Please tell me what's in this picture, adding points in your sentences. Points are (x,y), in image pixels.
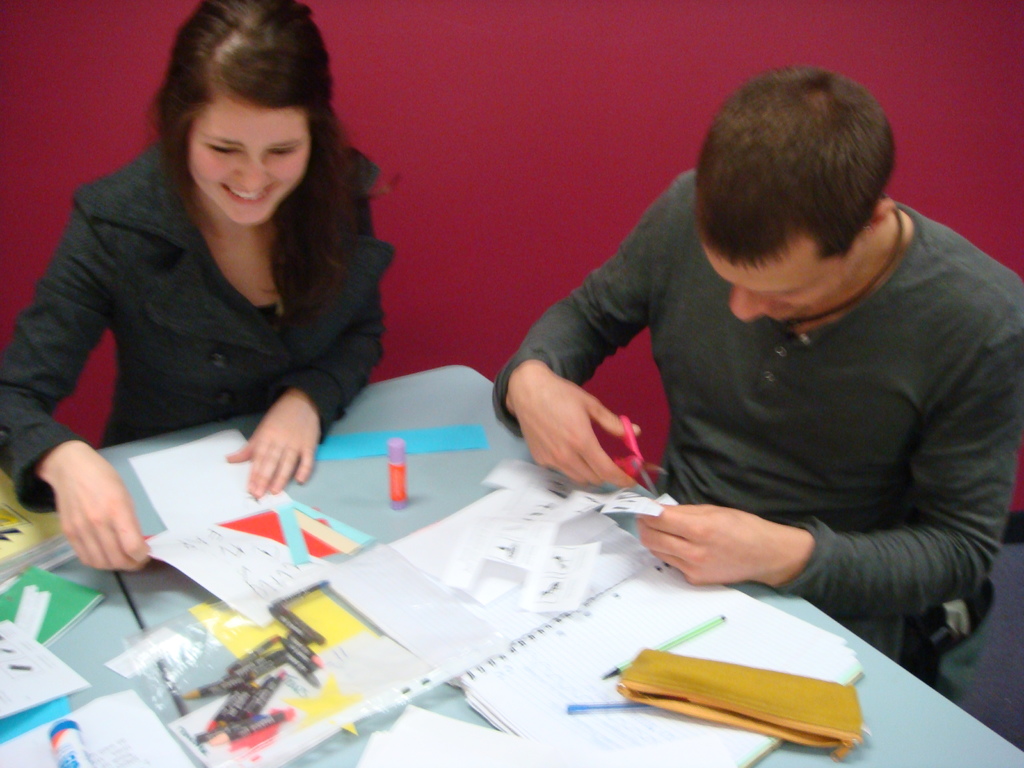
In this picture there is a woman (212,210) who is sitting on the table (386,501) and she is holding a paper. On the table (409,427) I can see the gum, plastic cover (274,737), papers (416,743), books (567,726), pens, bag (764,729) and other objects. On the right (714,242) there is a man (875,503) who is sitting on the chair (952,660) and he is cutting a paper (582,508) with scissor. In the back (591,195) I can see the wall (488,79).
